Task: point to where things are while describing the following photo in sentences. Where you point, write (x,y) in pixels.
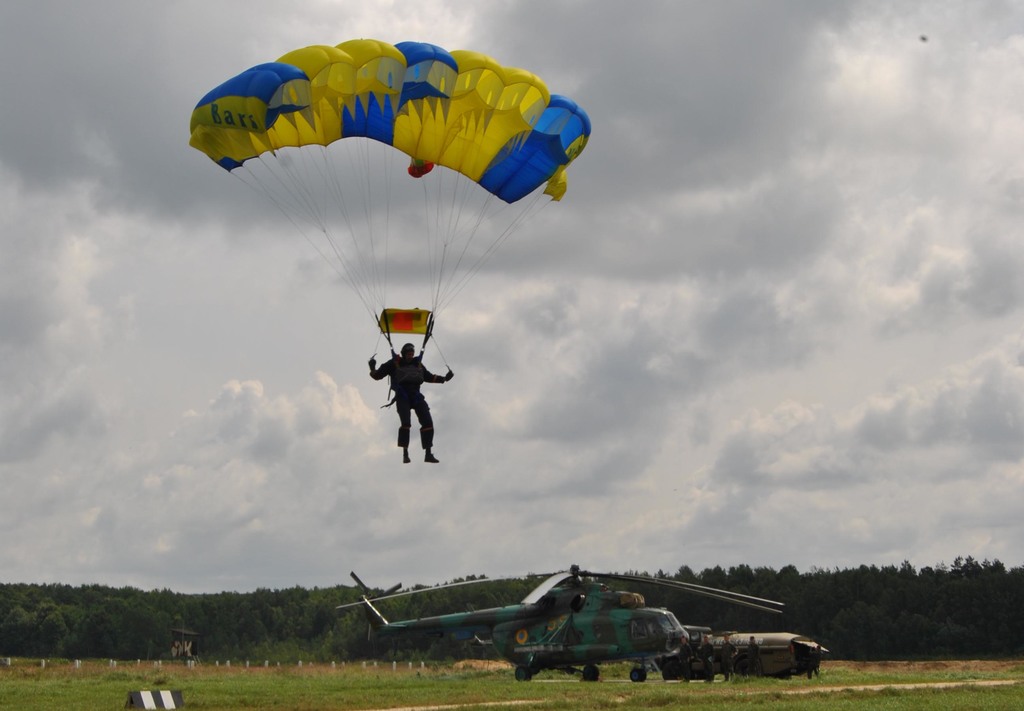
In this image we can see a person (411,392). There is a parachute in the image. There is a cloudy sky (854,281) in the image. There is a grassy land (273,676) in the image. There are land markings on the ground (267,693) in the image. There is an object (156,705) at the bottom of the image (154,697). There is an aircraft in the image.
